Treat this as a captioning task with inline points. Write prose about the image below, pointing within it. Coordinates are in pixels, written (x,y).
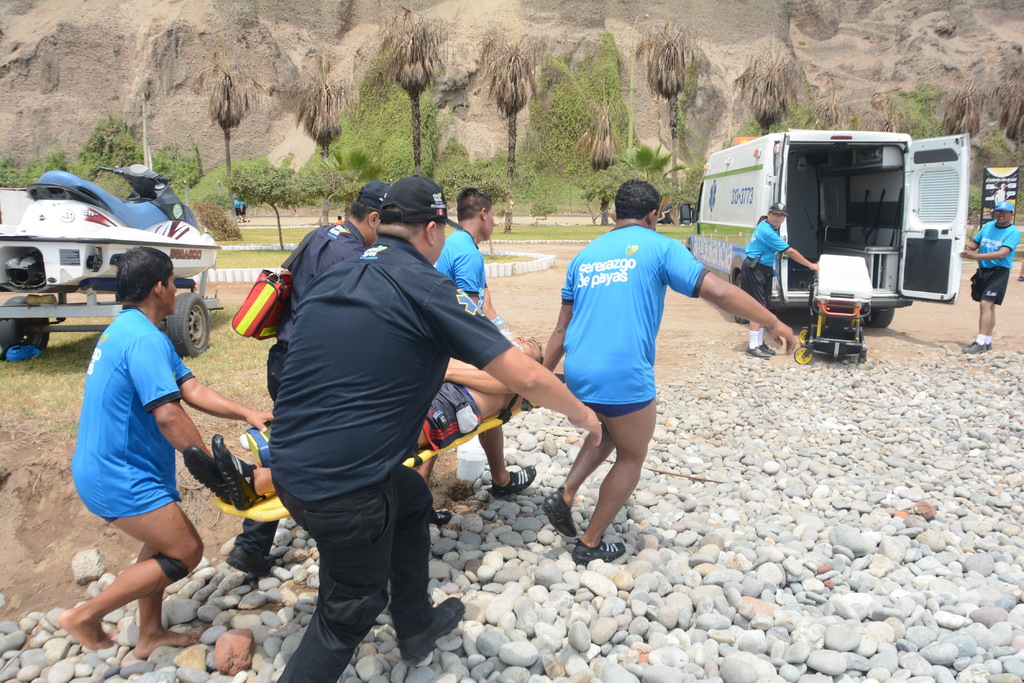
In this image I can see group of people (406,593) walking and the person (623,274) in front (648,279) is wearing blue color dress (665,284). Background (894,244) I can see few vehicles (75,179), trees (228,146) in green color and I can also see a black color board (990,180) attached to the pole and I can also see few stones (776,473).
